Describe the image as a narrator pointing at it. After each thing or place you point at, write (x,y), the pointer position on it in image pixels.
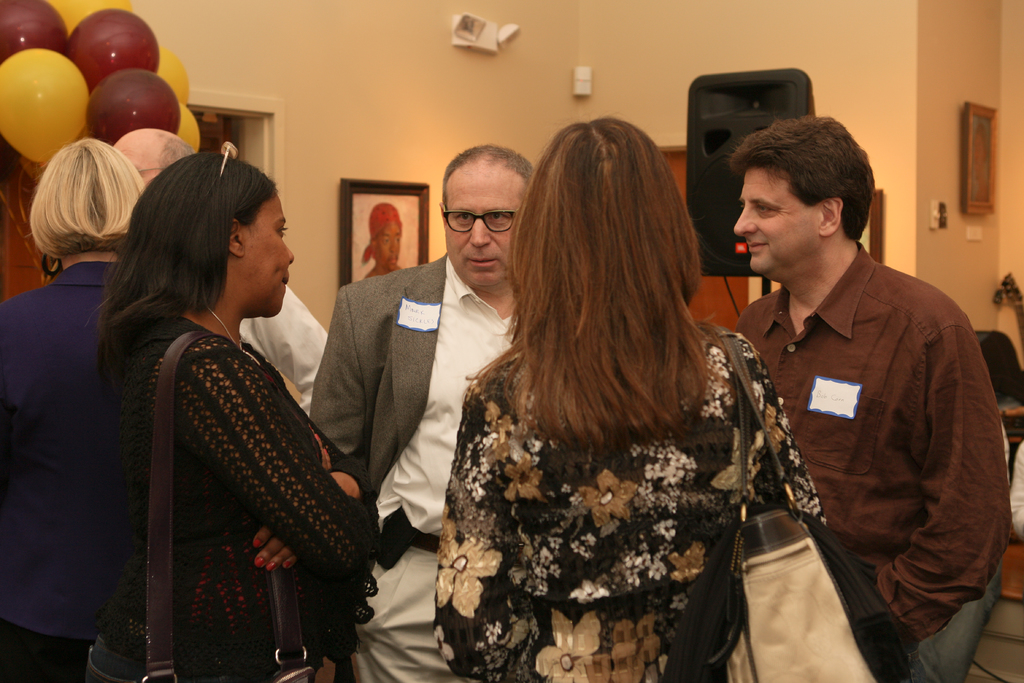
In this image, we can see a group of people (355,578) are standing. Here we can see two women (453,557) are wearing bags (760,557). In the background (557,99), we can see wall (486,108), speaker (732,180), frames (364,253), balloons (40,84), brown objects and few things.
